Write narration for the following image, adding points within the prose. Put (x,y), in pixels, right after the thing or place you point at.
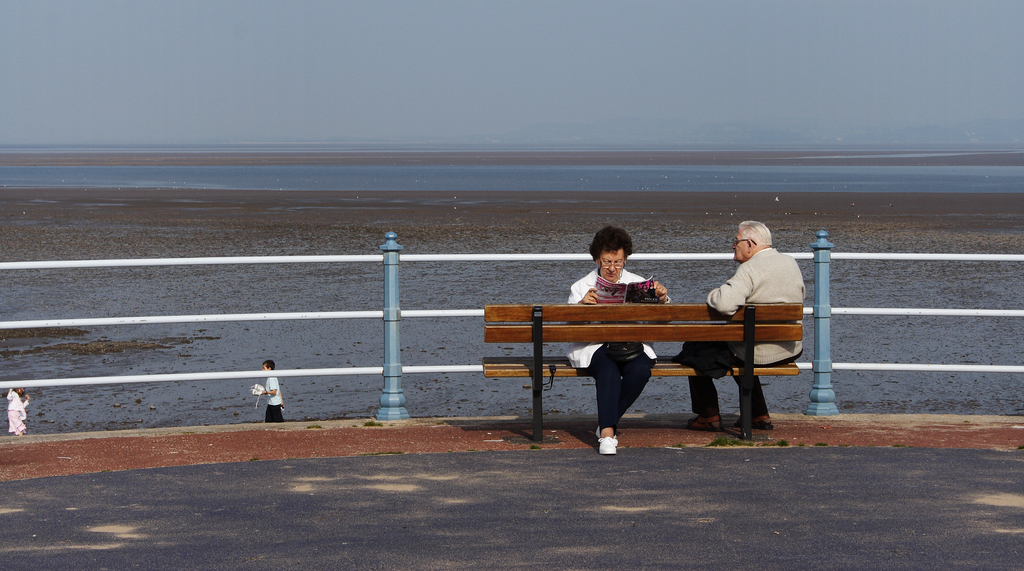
This picture shows a woman (631,400) and a man (699,349) seated on the bench (772,309) and a woman (617,278) reading a magazine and we see few water (680,149) in the lake (164,250) and a metal fence (7,383) and we see two people (275,395) walking.
